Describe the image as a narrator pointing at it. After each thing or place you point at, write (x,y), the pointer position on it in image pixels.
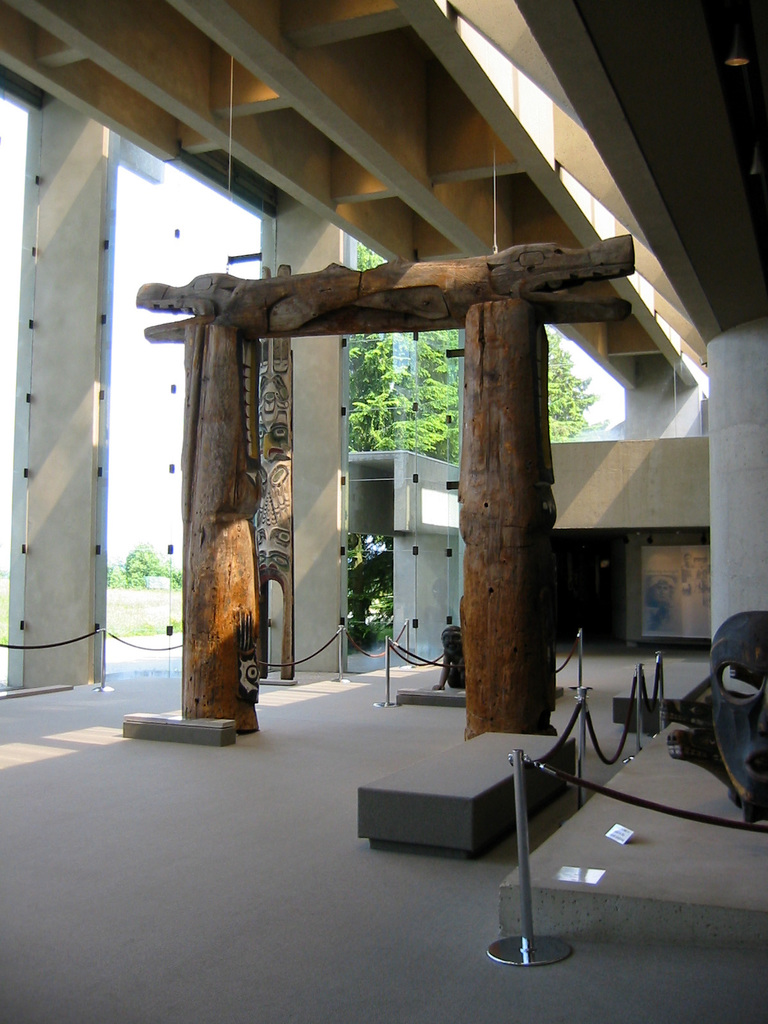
In this picture we can see an arch (519,607) in the front (519,607), there are some glasses (369,545) in the middle (431,356), we can see trees (560,413) in the background (358,542), we can see queue manager (565,734) on the right side (556,773).
